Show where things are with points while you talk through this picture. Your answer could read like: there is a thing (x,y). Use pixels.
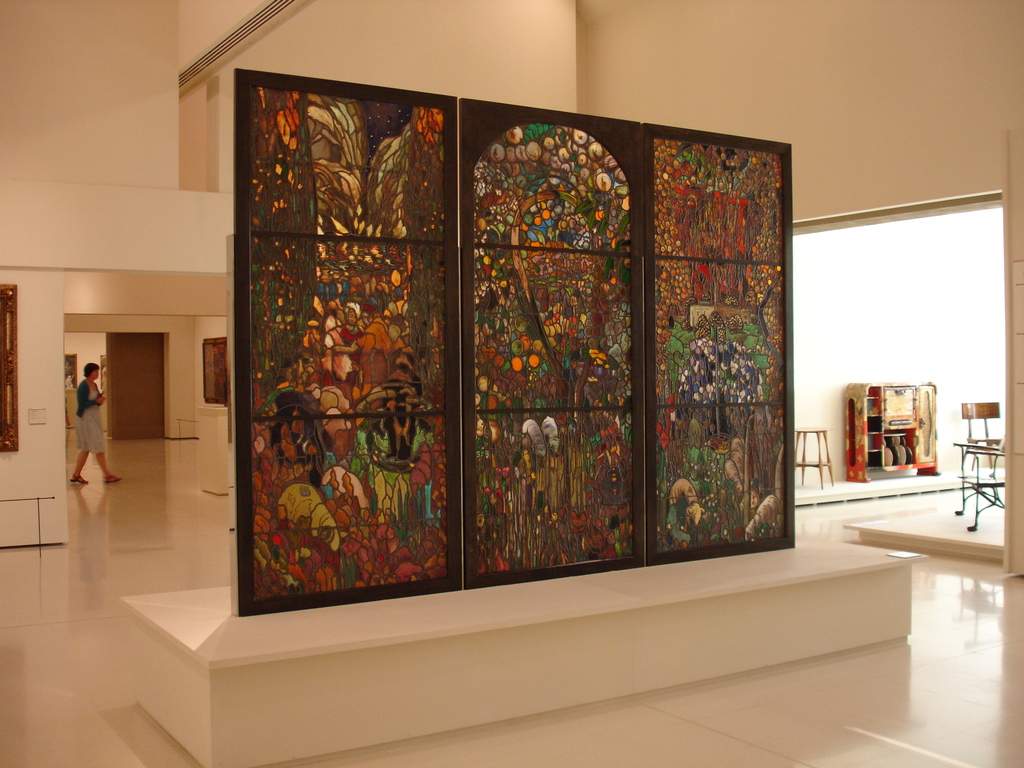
In the center of the image (349,259) we can see a stained glass (367,181) on the surface (542,624). We can also see a woman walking on the floor (176,525), a door (132,419), a switchboard (46,410) on a wall (44,426), a stool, some chairs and a cupboard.
